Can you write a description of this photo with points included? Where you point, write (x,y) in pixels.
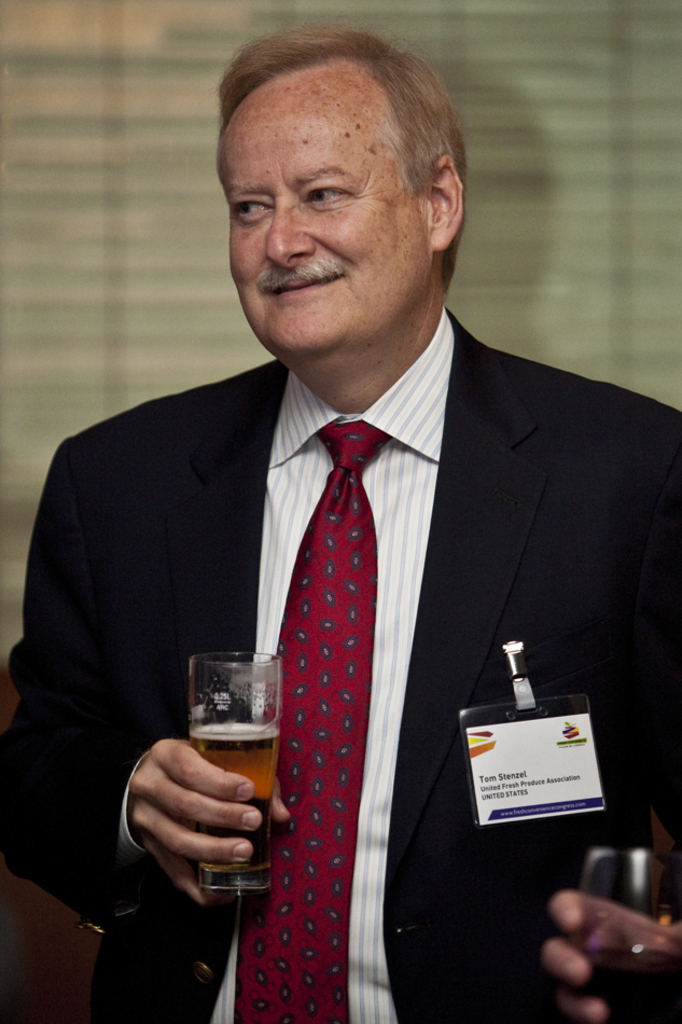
In this picture we can see man (446,562) wore blazer (240,646), tie (361,625) holding glass (276,674) in hand (216,787) with drink (240,735) in it and smiling.
